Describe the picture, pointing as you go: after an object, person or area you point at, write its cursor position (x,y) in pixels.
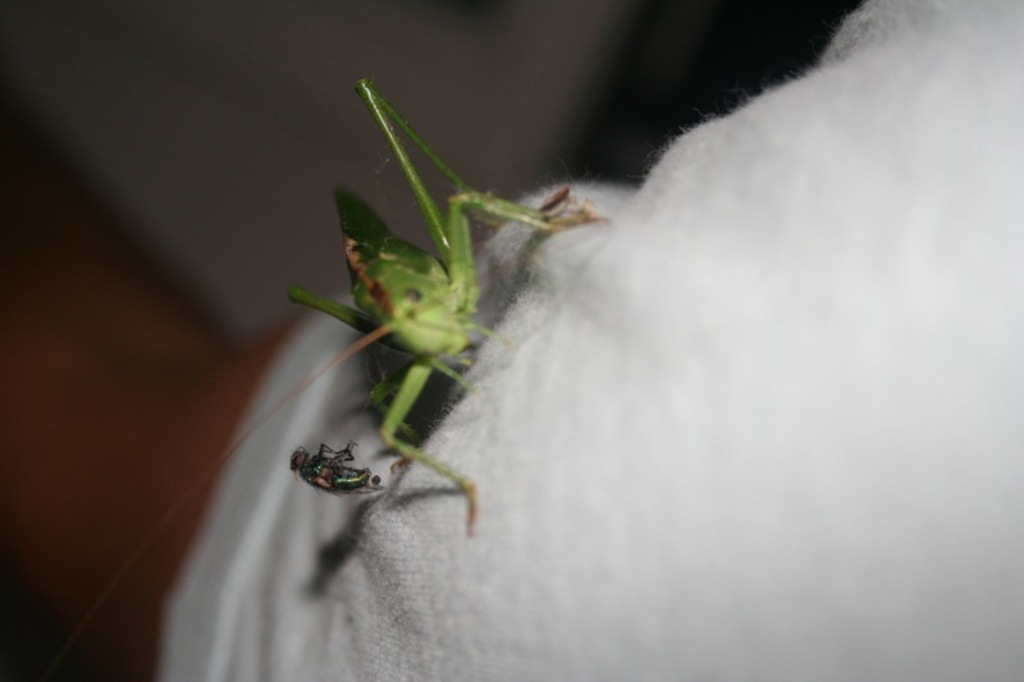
In this picture we can see two insects (366,213) on a white cloth (340,513) and in the background (232,250) it is blurry.
